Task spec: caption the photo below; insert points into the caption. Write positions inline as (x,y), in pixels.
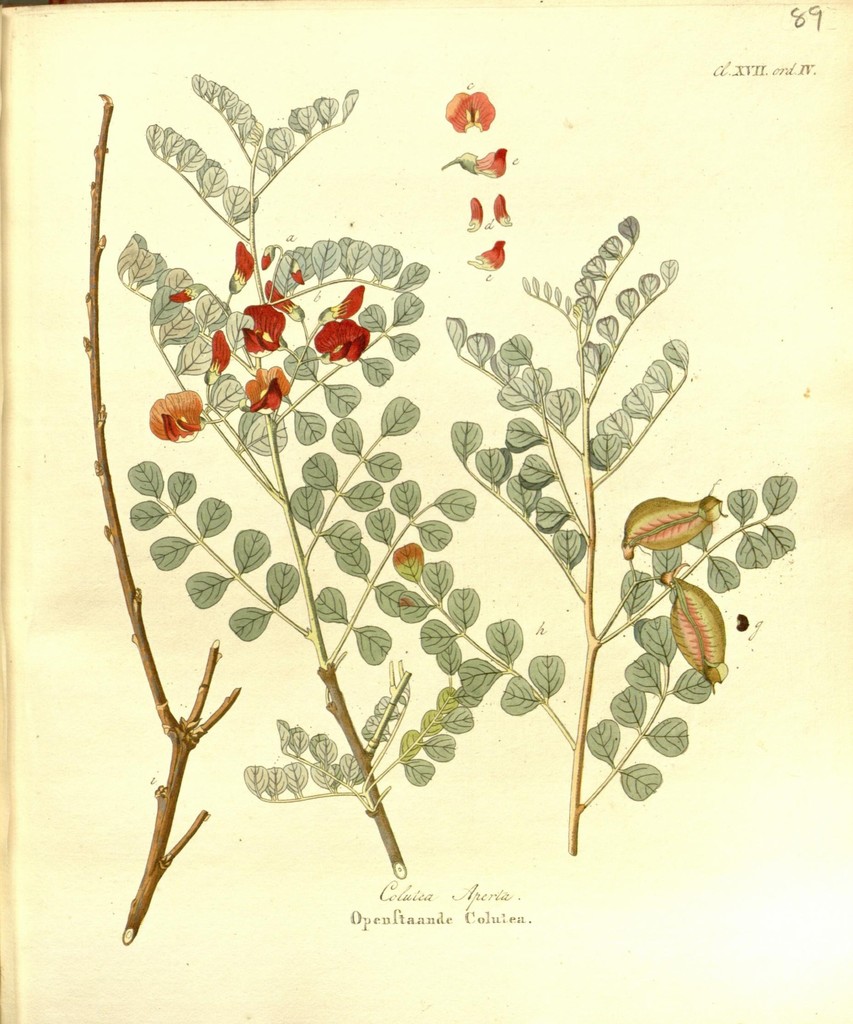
In this picture we can see painting (272,693) of branches (351,622) and leaves (473,590), there is some text (394,910) here.
